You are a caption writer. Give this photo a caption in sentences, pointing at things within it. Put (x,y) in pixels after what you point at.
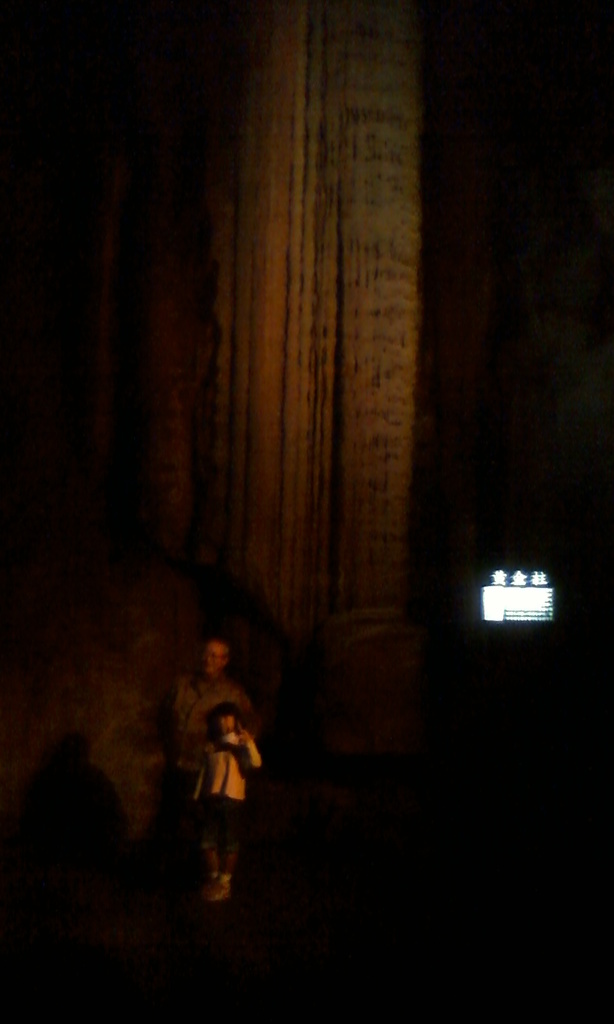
In the image we can see a person (186,763) and a child (224,796) standing and wearing clothes (219,785). The corners of the image are dark and here we can see the screen (497,612).
